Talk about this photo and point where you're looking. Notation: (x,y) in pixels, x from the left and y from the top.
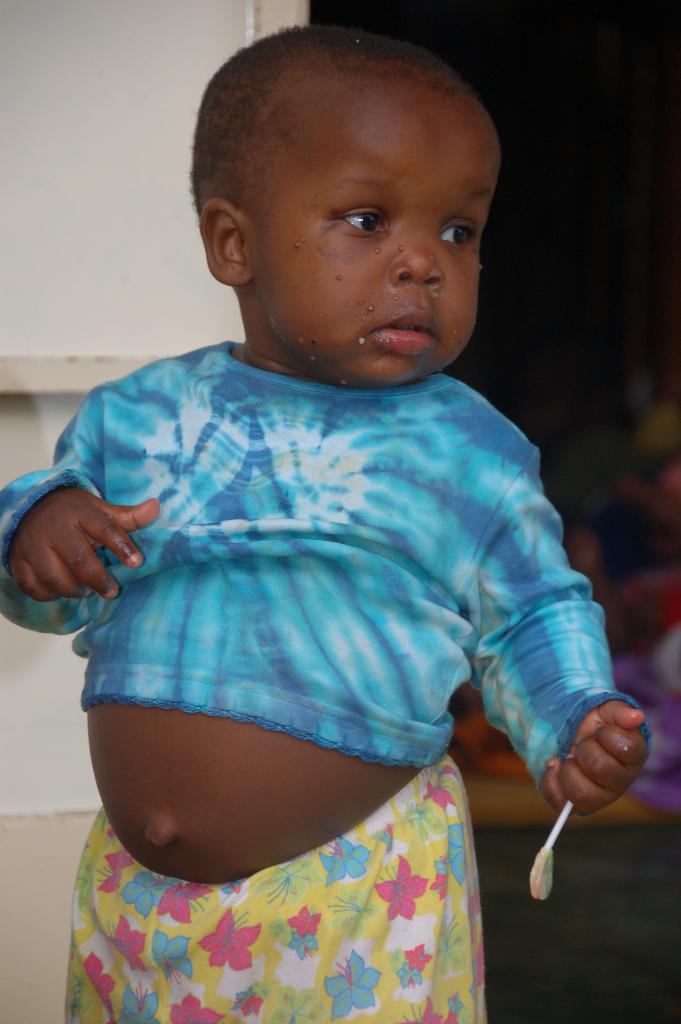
Here I can see a baby (387,295) holding an object (543,888) in the hand (579,782), standing and looking at the right side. On the left side (54,173) there is a wall (59,319). In the background (644,628) there are few objects (659,685) on the floor (603,902).
